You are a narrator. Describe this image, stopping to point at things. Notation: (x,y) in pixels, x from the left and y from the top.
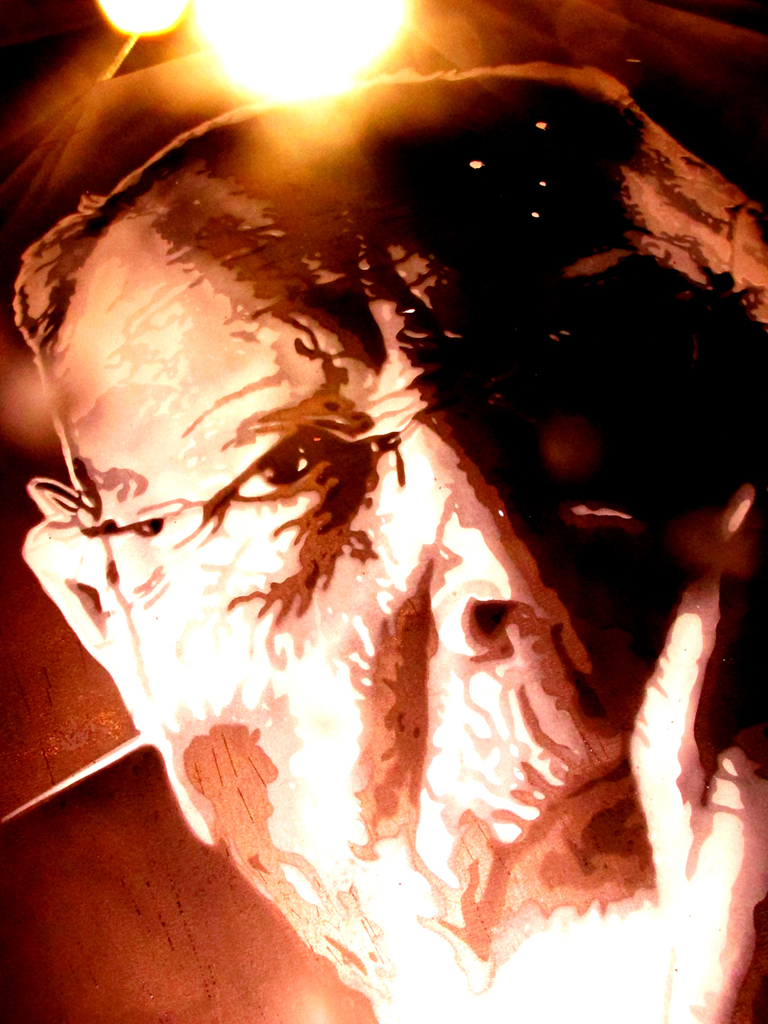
In this image I can see a person's face (487,657) which is brown, cream and black in color and to the top of the image (335,8) I can see a light (364,20). In the background (145,815) I can see the brown colored surface (79,937).
